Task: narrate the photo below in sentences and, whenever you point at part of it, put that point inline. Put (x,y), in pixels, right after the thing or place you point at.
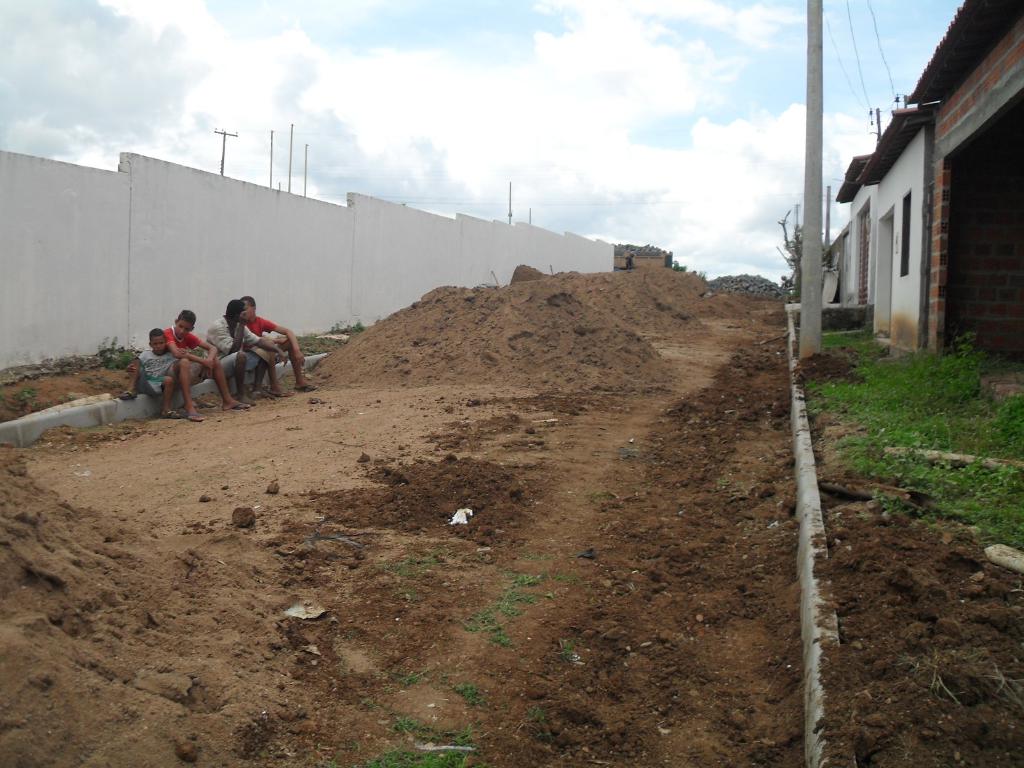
In this picture we can see boys (179,378) sitting on the ground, poles (818,132), wall (333,273), shelter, stones (773,286) and in the background (659,178) we can see the sky (556,98) with clouds (388,132).
